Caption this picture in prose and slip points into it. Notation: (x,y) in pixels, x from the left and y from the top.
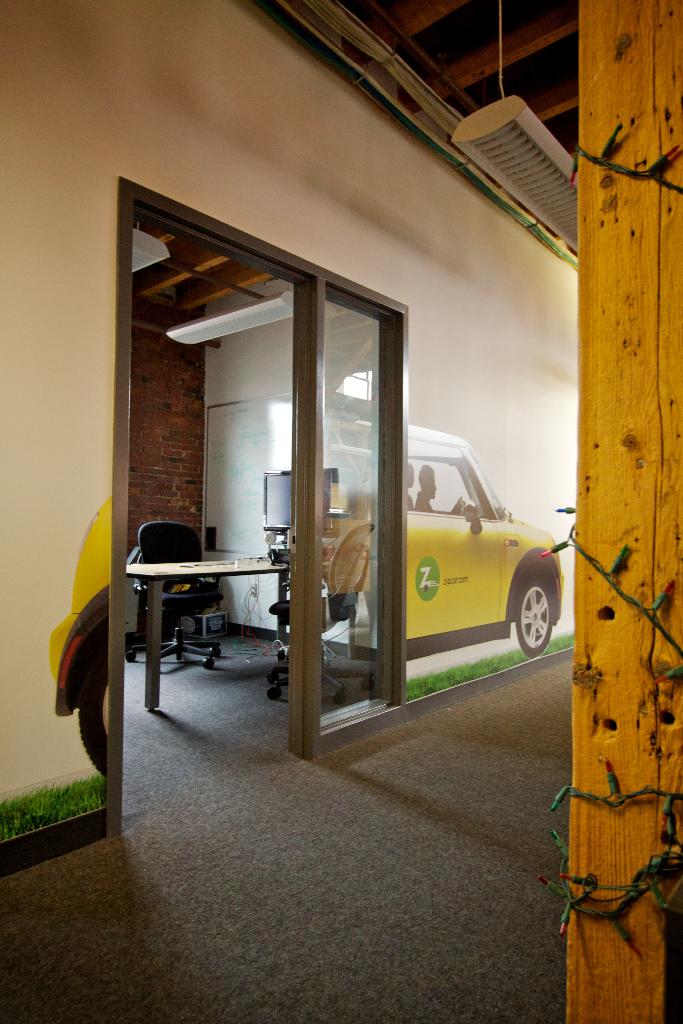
This image is clicked inside a room (295,918). To the right (648,494) there is a wooden pillar (645,427). There are fairy lights (621,168) to the pillar (618,180). There is a light (499,108) hanging to the ceiling (498,99). There is a glass door (340,464) to the wall (498,267). On the other side of the door (301,549) there is a table (217,572). There are chairs (157,542) beside the table (233,566). There is a monitor (267,512) on the table (190,562). There is a picture (492,549) of a car (474,601) on the wall (458,632).
